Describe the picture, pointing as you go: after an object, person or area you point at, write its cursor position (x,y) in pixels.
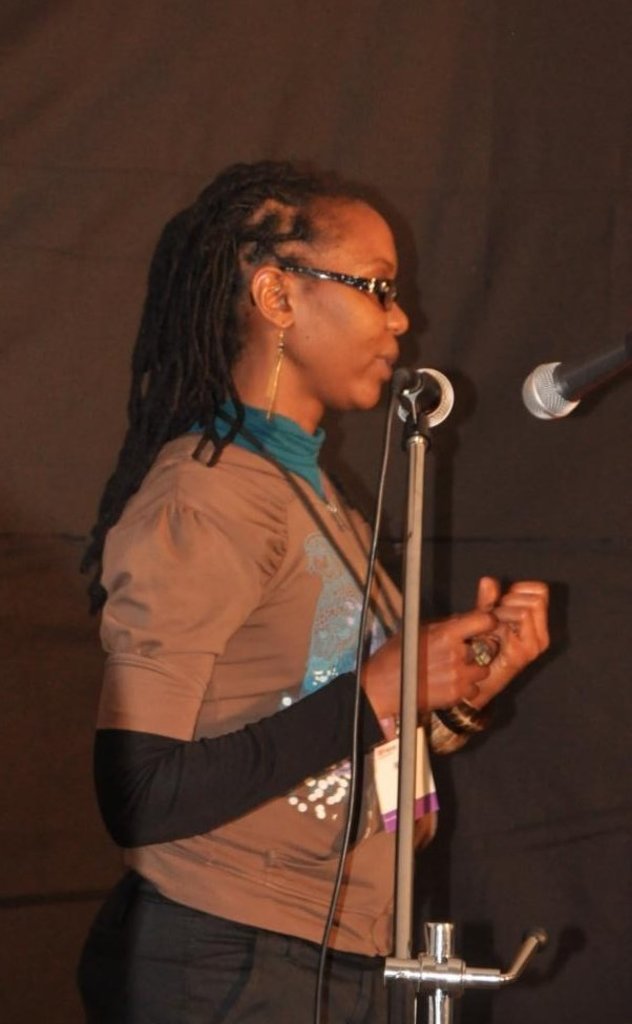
In this picture we can see a woman (249,701) is standing, there are two microphones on the right side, it looks like a curtain (102,163) in the background (107,139).
